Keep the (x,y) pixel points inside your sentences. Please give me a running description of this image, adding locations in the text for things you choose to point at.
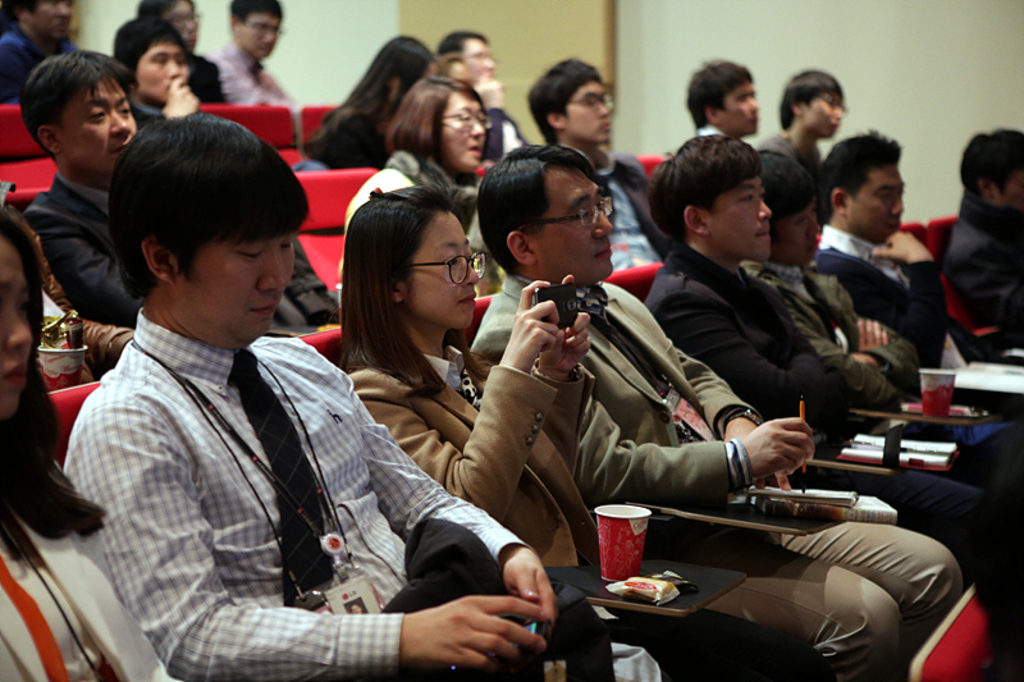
There are persons (774,191) in different color dresses (1014,286), sitting on red color chairs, which are arranged on a floor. In the background (937,9), there is a white wall (363,46).
